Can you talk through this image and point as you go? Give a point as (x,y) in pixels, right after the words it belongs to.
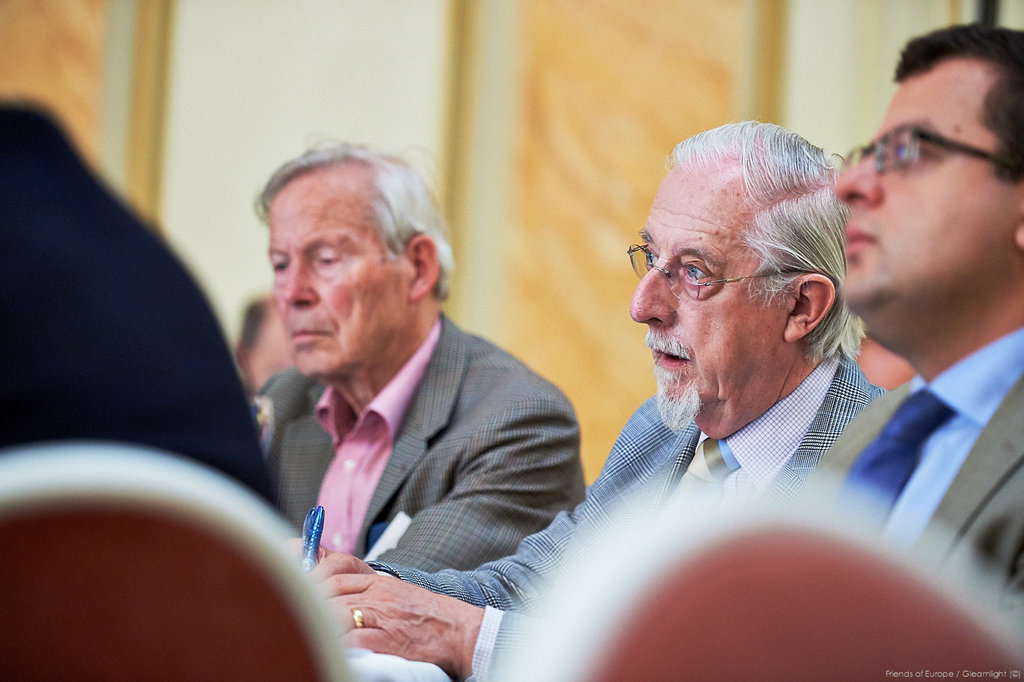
In this image I see 3 men (386,246) who are wearing suits (516,391) and I see that this man (356,589) is holding a thing (322,514) in his hand (369,589) and in the background (651,46) I see the white and orange color wall (424,97).
